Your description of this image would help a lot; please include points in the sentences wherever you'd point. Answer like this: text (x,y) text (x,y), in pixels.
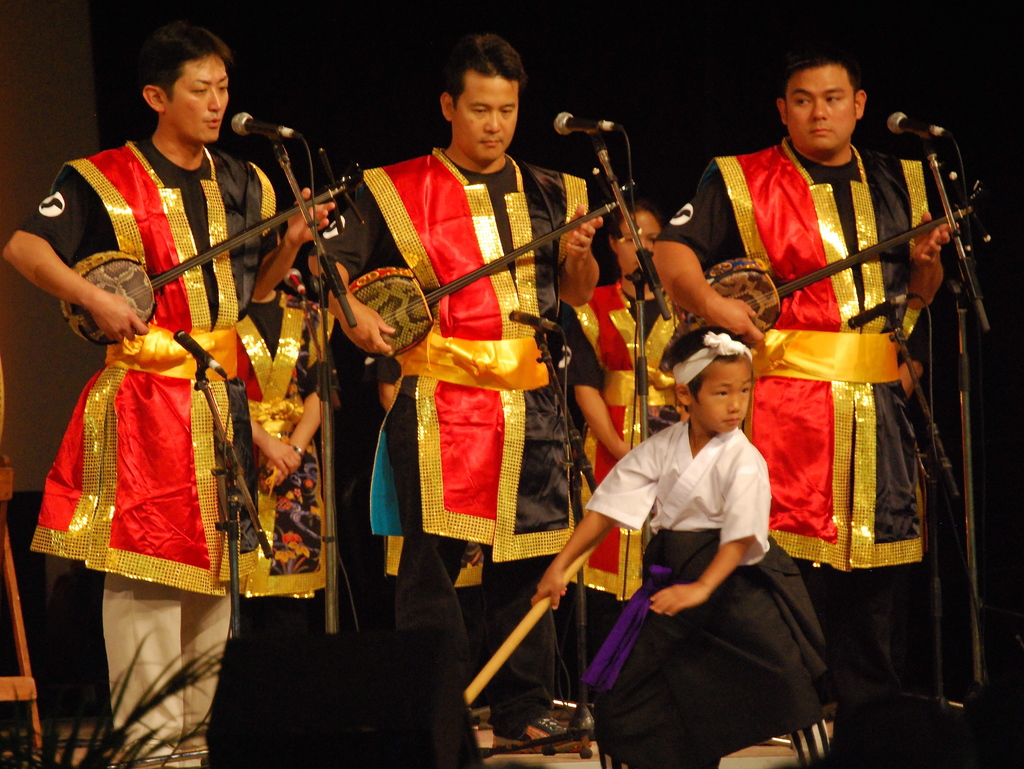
In this picture we can see people (320,479), here we can see mics (329,465), musical instruments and some objects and in the background (341,454) we can see it is dark.
